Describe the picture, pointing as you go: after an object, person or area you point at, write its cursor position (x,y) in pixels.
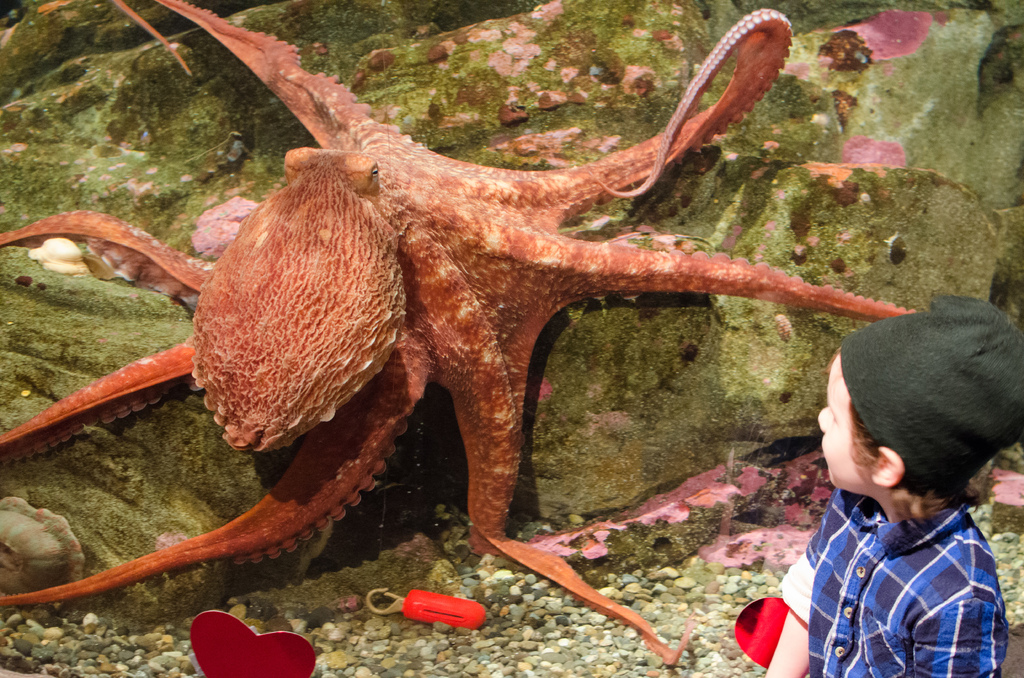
In this image, this looks like an octopus (428,309). I think this is the rock (856,188) with the algae (201,208). These look like the sea shells (26,528). I can see the small stones (568,644). Here is a boy (906,514) standing. He wore a cap (929,482) and shirt (890,599).
